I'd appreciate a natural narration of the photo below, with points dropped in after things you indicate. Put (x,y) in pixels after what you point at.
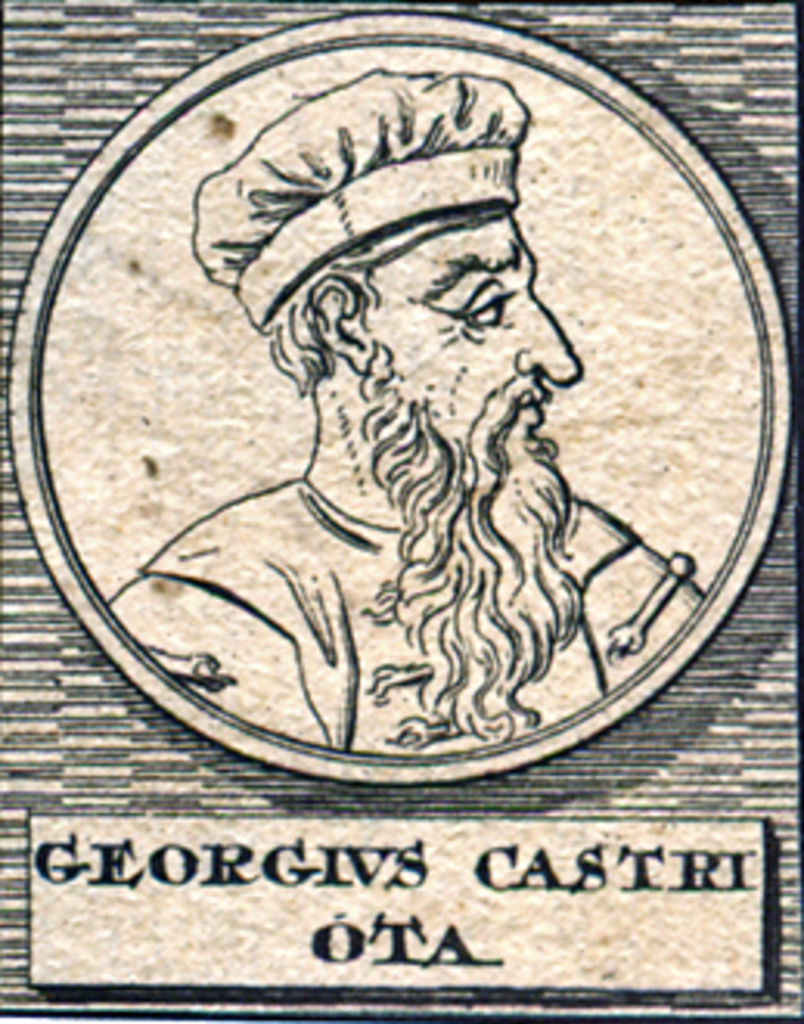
This is a painting (326,476) of a man (342,454) wearing cap (292,235). At the bottom (302,863) something is written.
